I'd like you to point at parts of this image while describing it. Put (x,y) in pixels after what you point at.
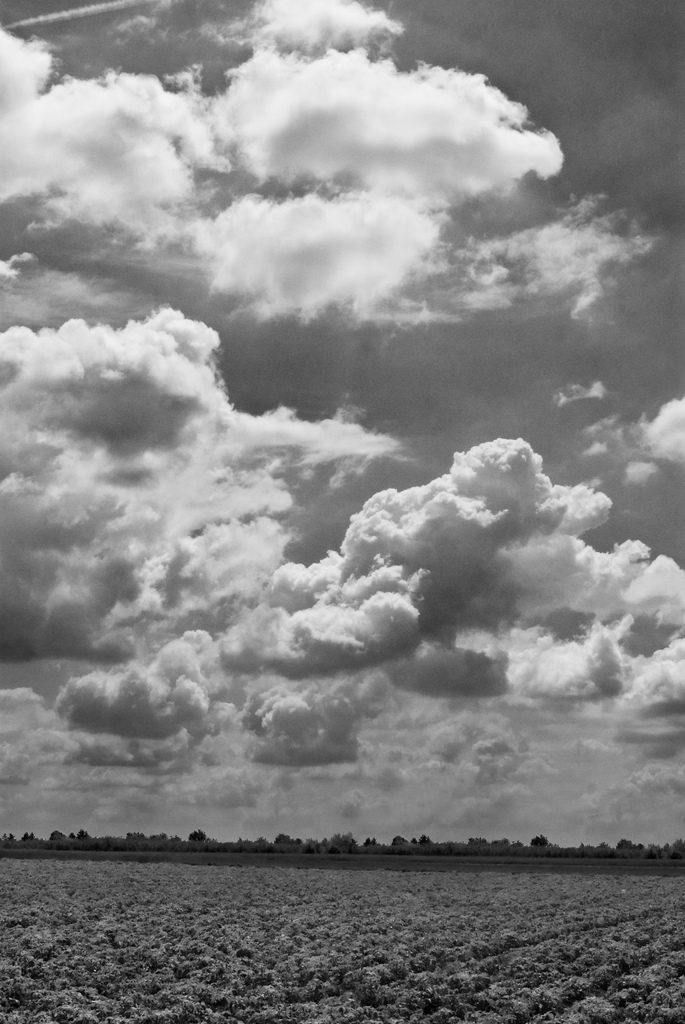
In this picture there are few plants (388,971) and there are trees (396,846) in the background (195,842) and the sky (250,412) is cloudy.
